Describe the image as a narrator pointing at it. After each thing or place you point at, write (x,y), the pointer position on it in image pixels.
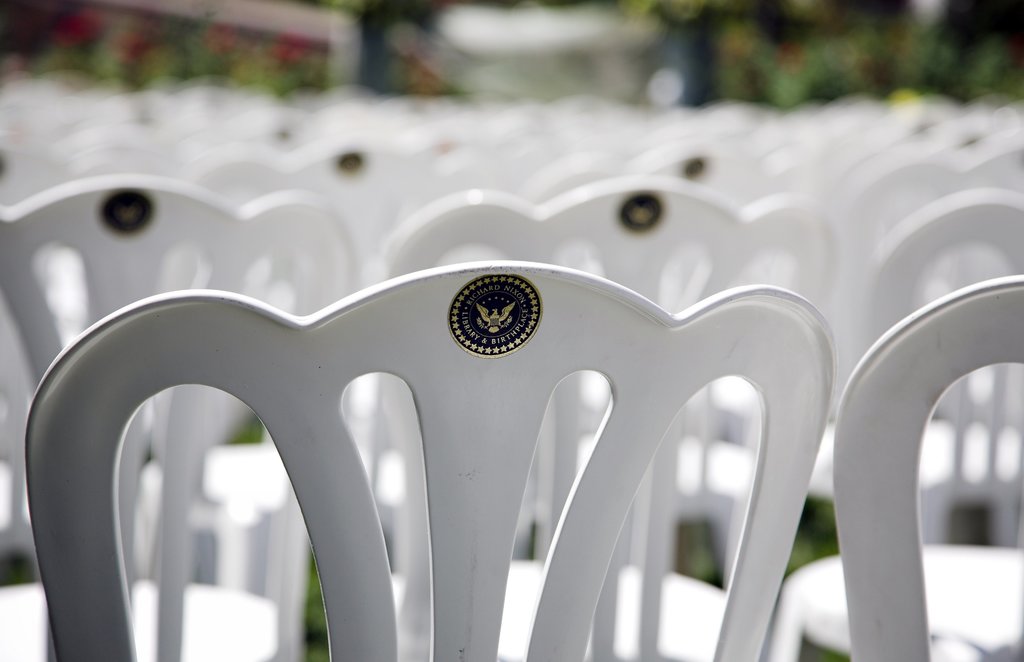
As we can see in the image in the front (723,222) there are group of chairs (356,247). In the background (686,73) there are trees (830,52) and the background (846,40) is little blurred.
